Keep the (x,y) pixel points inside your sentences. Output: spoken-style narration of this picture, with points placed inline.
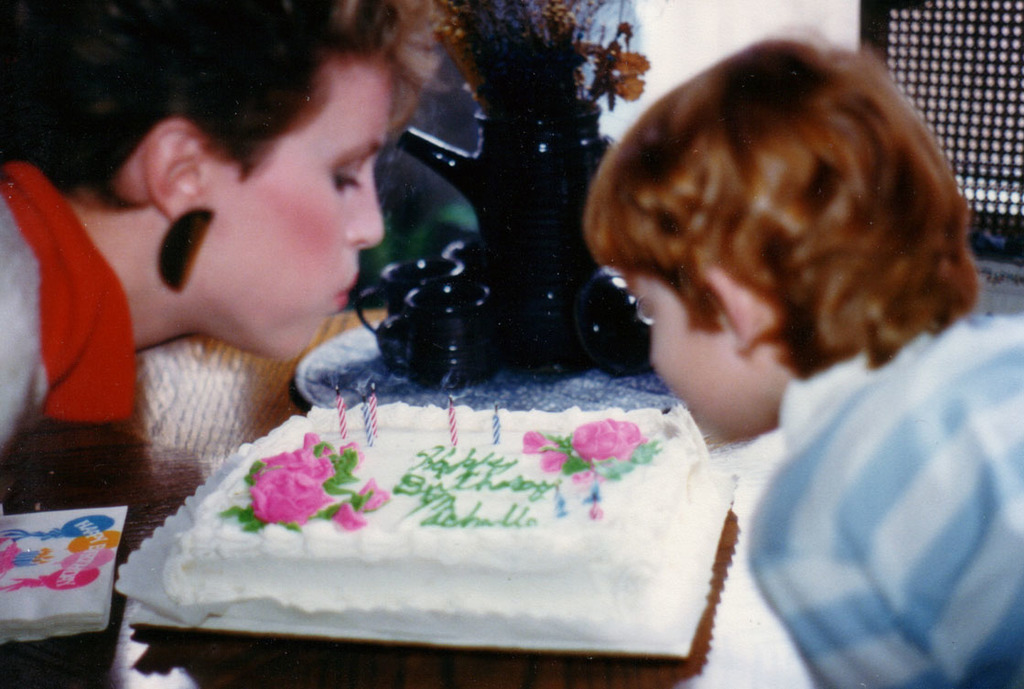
On the left (195,51) and right of the image (810,70) two persons (1013,655) are leaning. In front of them there is a table (31,679), on the table (348,683) there is a cake (220,570) and paper (2,621).
